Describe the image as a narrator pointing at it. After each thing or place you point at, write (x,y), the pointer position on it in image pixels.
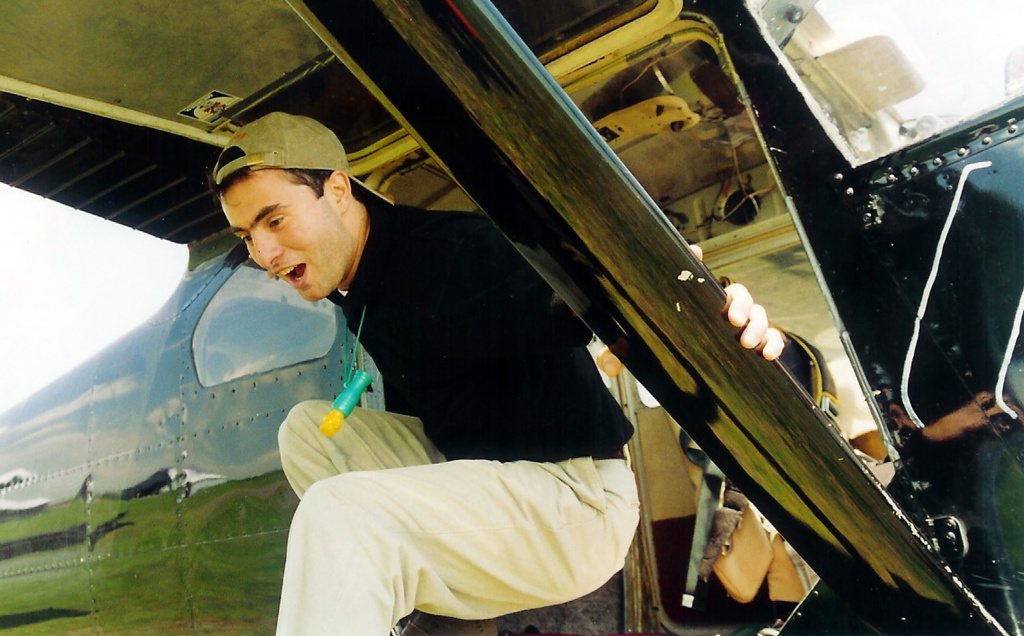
In this picture we can see an airplane (252,632), man (464,530) wore a cap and smiling, grass (145,496) and some objects (789,340) and in the background (55,235) we can see the sky (55,235).
